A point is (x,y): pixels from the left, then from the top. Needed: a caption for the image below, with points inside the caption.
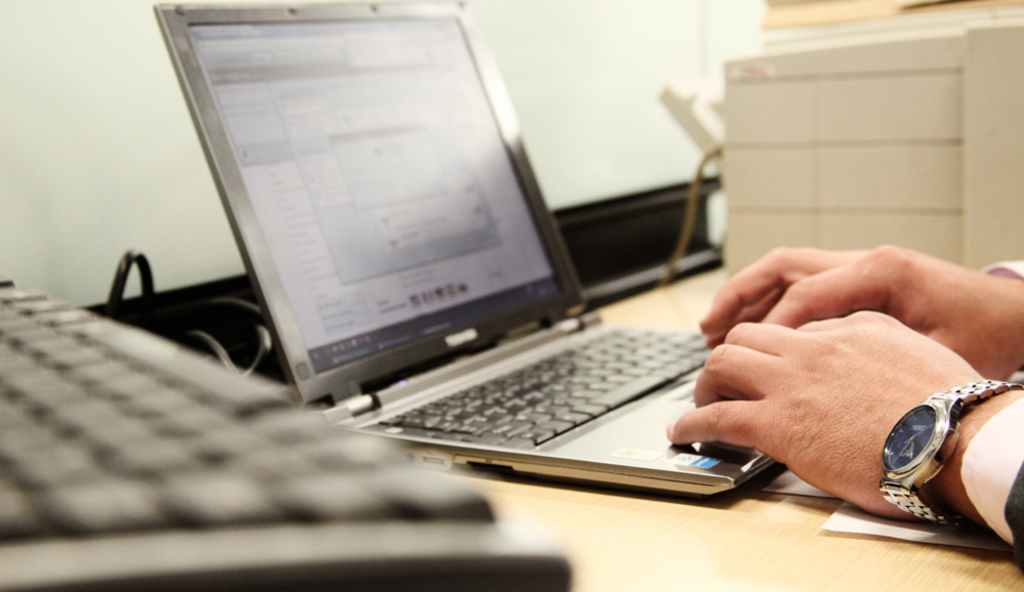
On the center of the picture (487,246) there are laptop (440,358), cable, paper (804,485) and a person's hand (918,356). On the left (71,435) there is a keyboard (70,510). On the right (927,85) there is a desktop (927,109). In the background (62,122) it is wall (618,151).
